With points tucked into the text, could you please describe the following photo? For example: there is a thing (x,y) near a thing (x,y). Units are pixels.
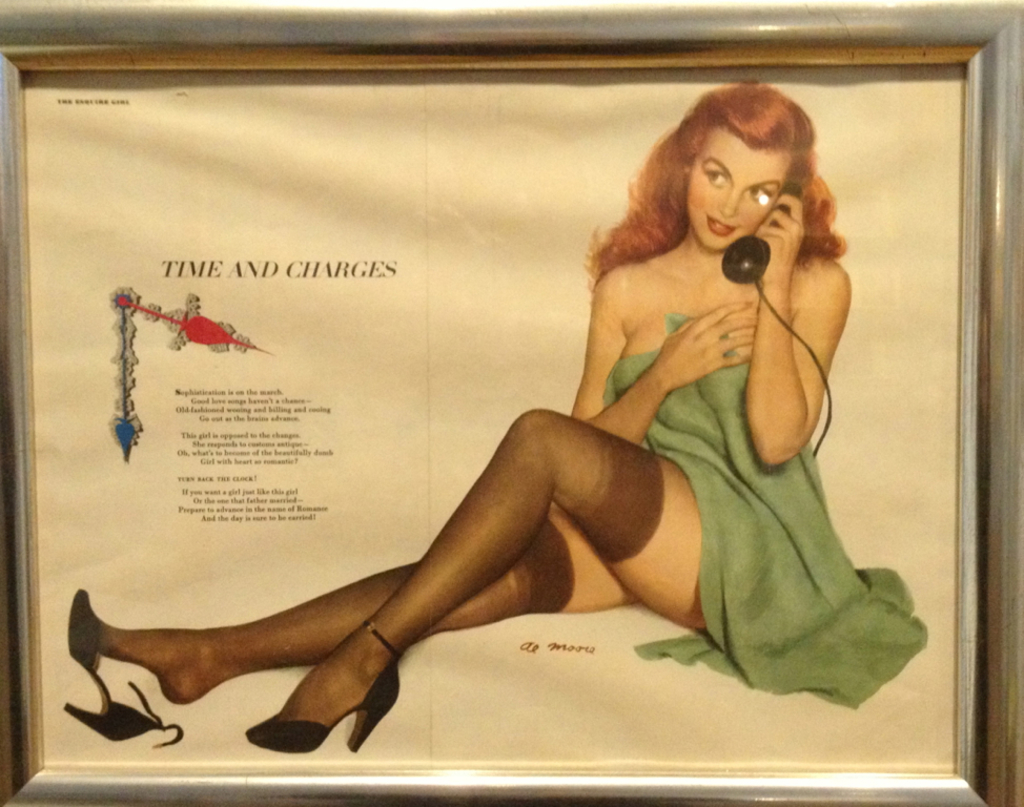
This is a board (573,191) and we can see a lady (678,331) holding a telephone (737,267) and sitting and there is some text (286,442).
